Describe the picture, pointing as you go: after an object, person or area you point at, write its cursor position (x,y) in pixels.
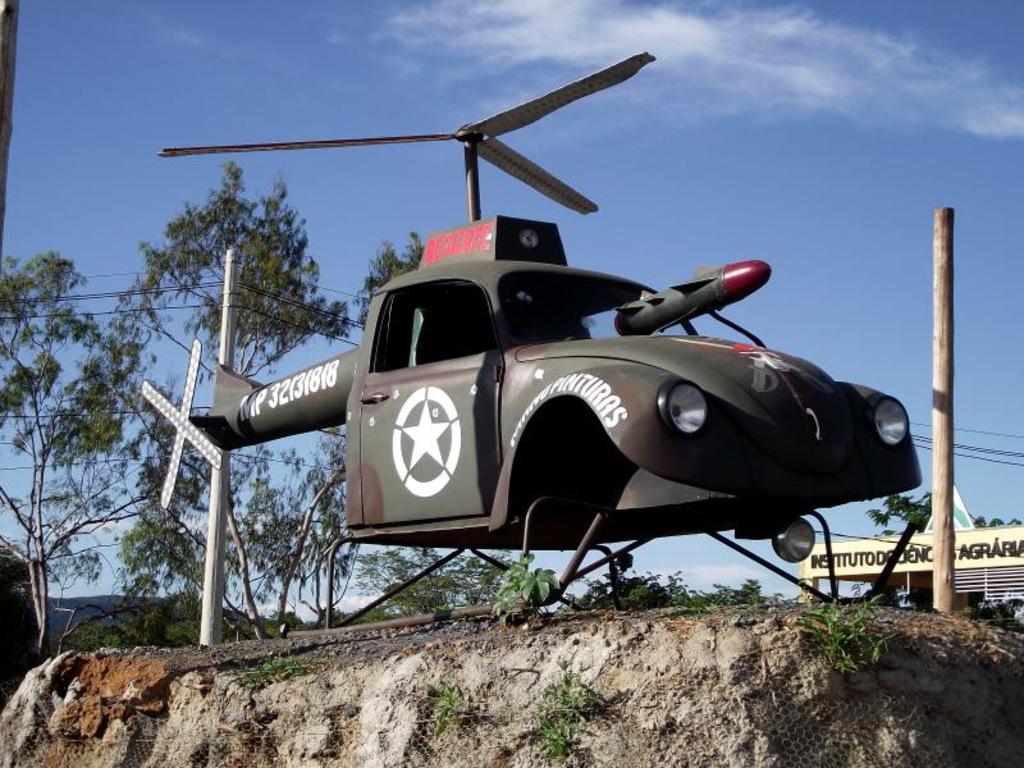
In this image in the front (574,532) there is the model (654,482) of the helicopter (552,404) with some text (562,390) written on it and in the background (193,466) there are trees (611,595), there are poles (944,428) and there are wires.
